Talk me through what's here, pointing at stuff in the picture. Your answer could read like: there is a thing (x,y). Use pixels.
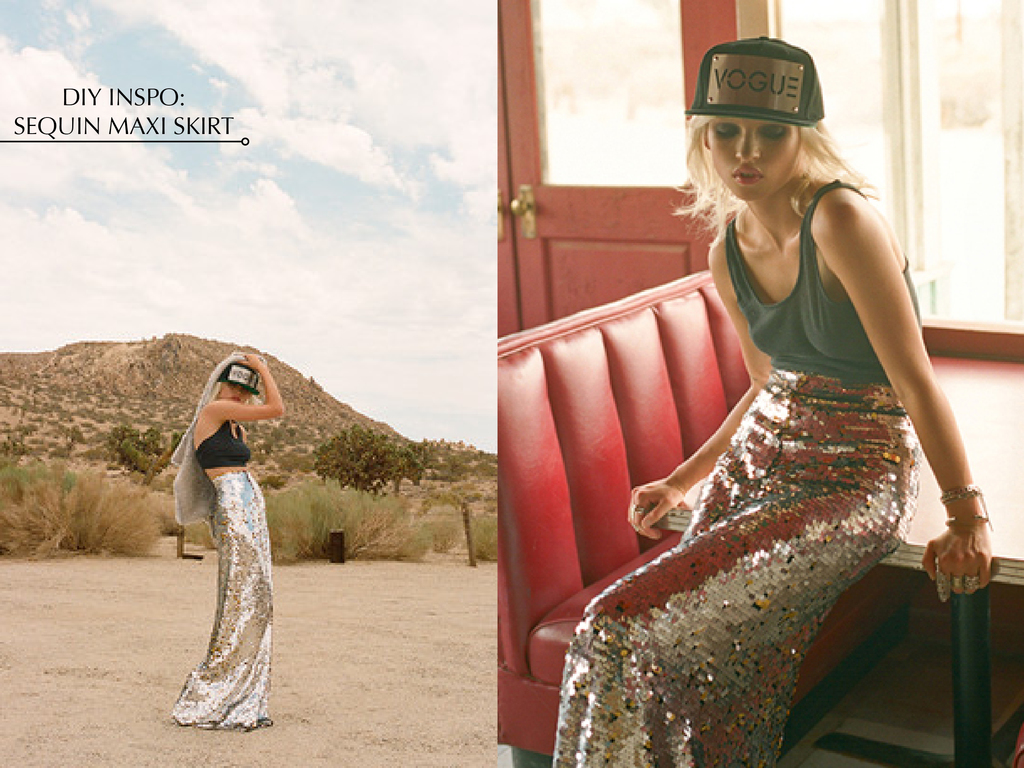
Here this picture is a collage image, in which we can see a woman (828,436) sitting on a table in right side (794,359) with a cap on her and the same woman (234,543) standing on the ground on the left side (230,595) and we can see plants (190,538) and trees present all over there behind her and we can see mountains (57,405) covered with grass (134,420) over there and we can also see clouds (166,257) in the sky (248,178).
